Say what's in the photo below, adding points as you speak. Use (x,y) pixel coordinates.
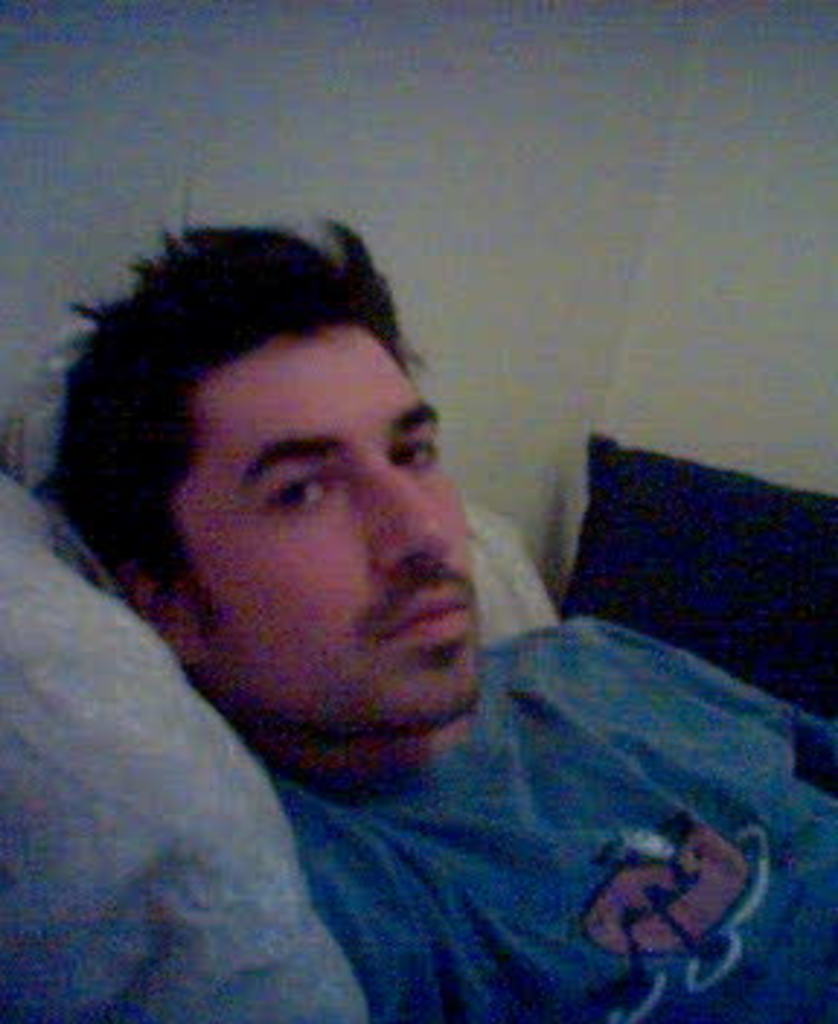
In this picture we can see a man (253,712). There are pillows (7,638). In the background (555,347) we can see wall (597,230).
